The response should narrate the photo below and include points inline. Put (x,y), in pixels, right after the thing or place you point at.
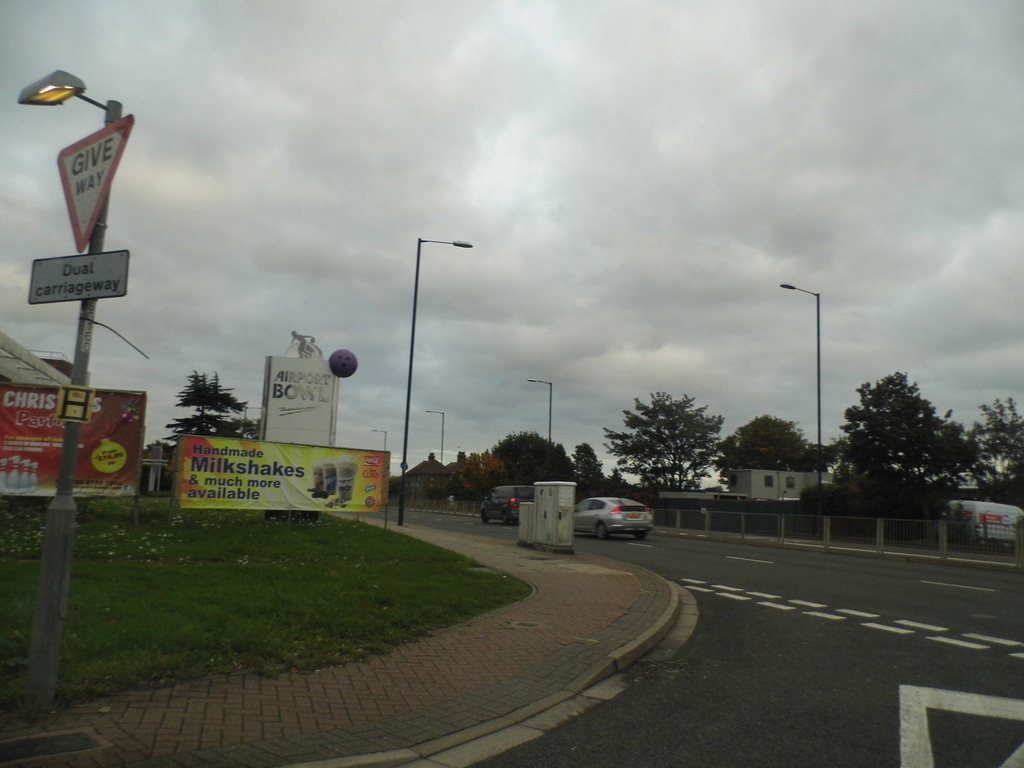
In this image there is grass (269,595) on the ground (296,539) and there are poles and cars (581,514) moving on the road (683,548). There are trees (462,480) and there are banners (137,445) with some text (214,462) written on it and the sky (613,174) is cloudy.
